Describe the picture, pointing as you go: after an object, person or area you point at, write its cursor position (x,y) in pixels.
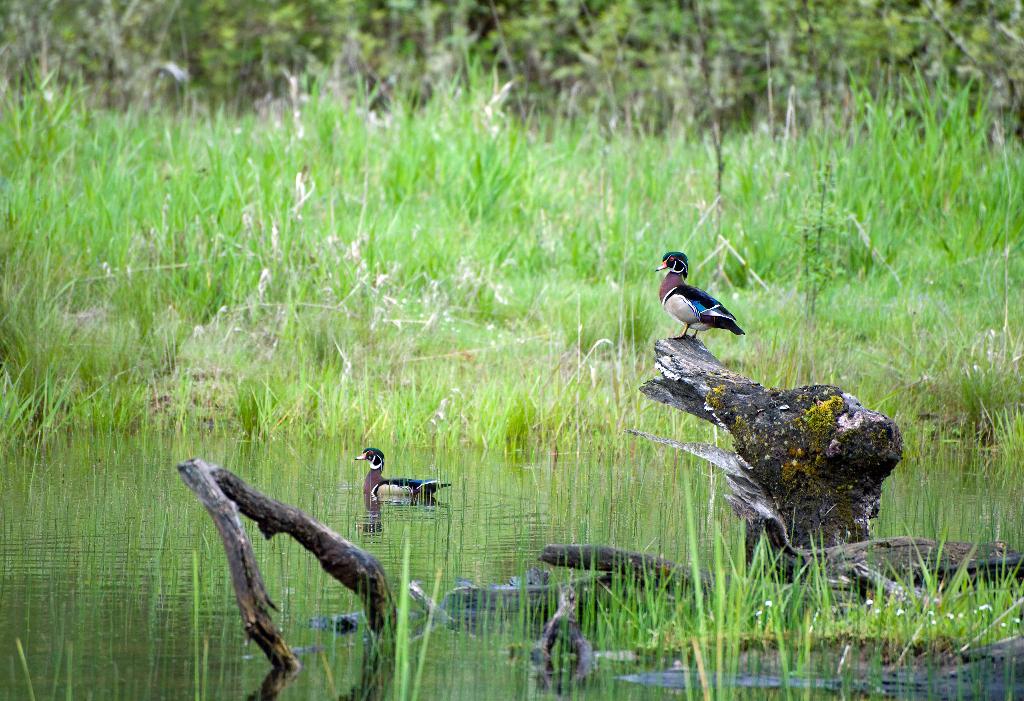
In the foreground (625,481), I can see one bird (373,492) in the water (498,573) and one bird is sitting on a tree trunk (813,487). In the background (370,303), I can see grass (397,319) and trees (715,120). This picture might be taken in a day.
